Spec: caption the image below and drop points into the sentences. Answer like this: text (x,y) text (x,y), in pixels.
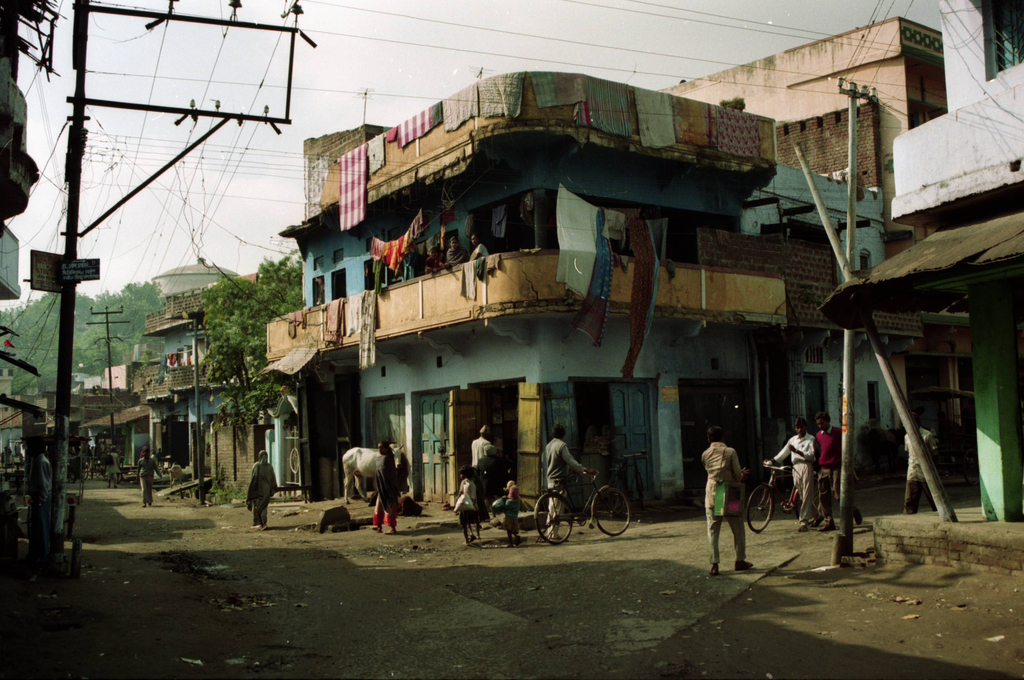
In this image we can see buildings (312,325), tank (191,281) and trees (104,335). Left side of the image (62,313) electricity pole (163,166) is available. On the road (495,595) people (731,481) are moving. Two men (552,522) are holding bicycle (773,497) in their hands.
